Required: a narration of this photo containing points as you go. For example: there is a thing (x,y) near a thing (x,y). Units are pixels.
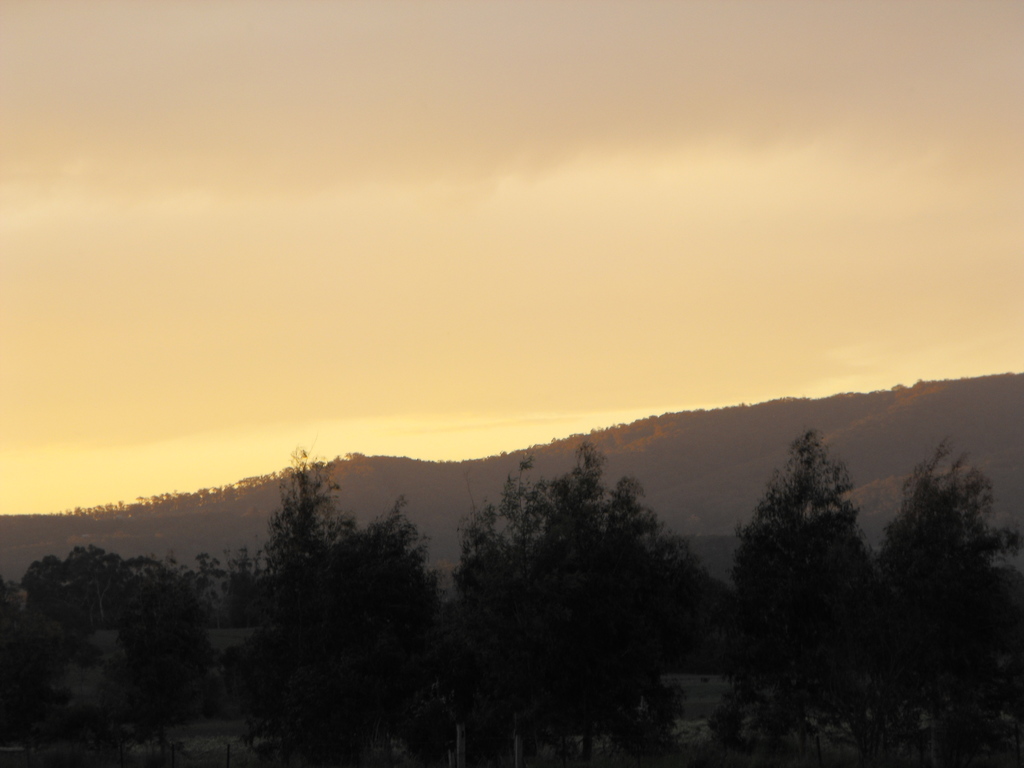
In this image there are many trees (315,498) and hills (739,449). There is a slightly cloudy sky (567,227).
